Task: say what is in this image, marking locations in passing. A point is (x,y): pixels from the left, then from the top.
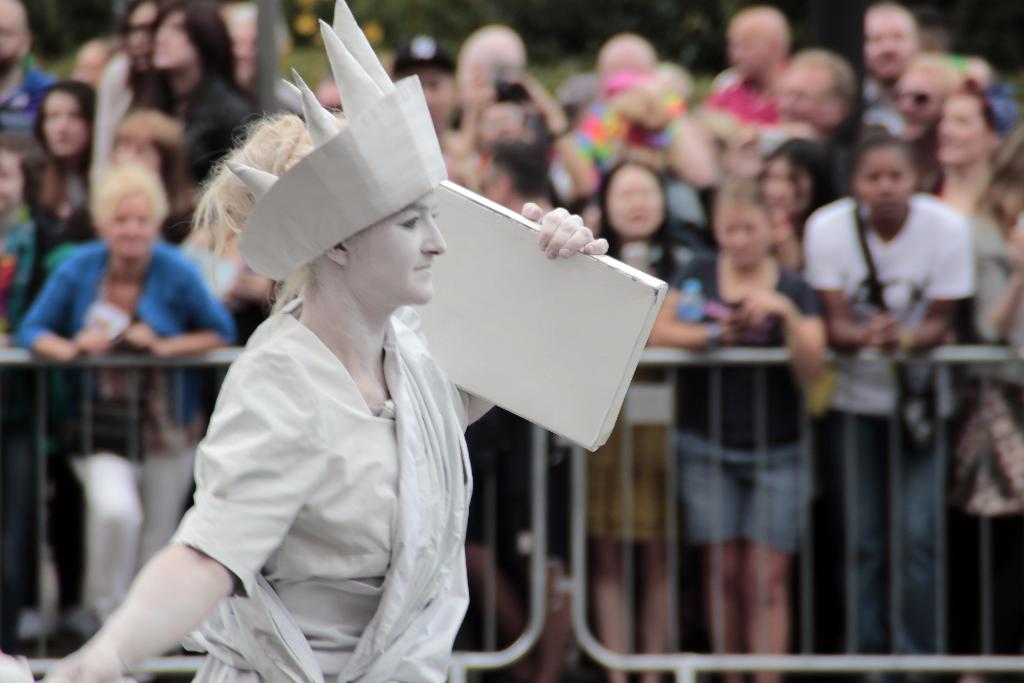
This picture describes about group of people (331,430), in the middle of the image (409,405) we can see a woman (409,413), she is holding an object (507,265), in the background (669,497) we can see fence (669,497).
